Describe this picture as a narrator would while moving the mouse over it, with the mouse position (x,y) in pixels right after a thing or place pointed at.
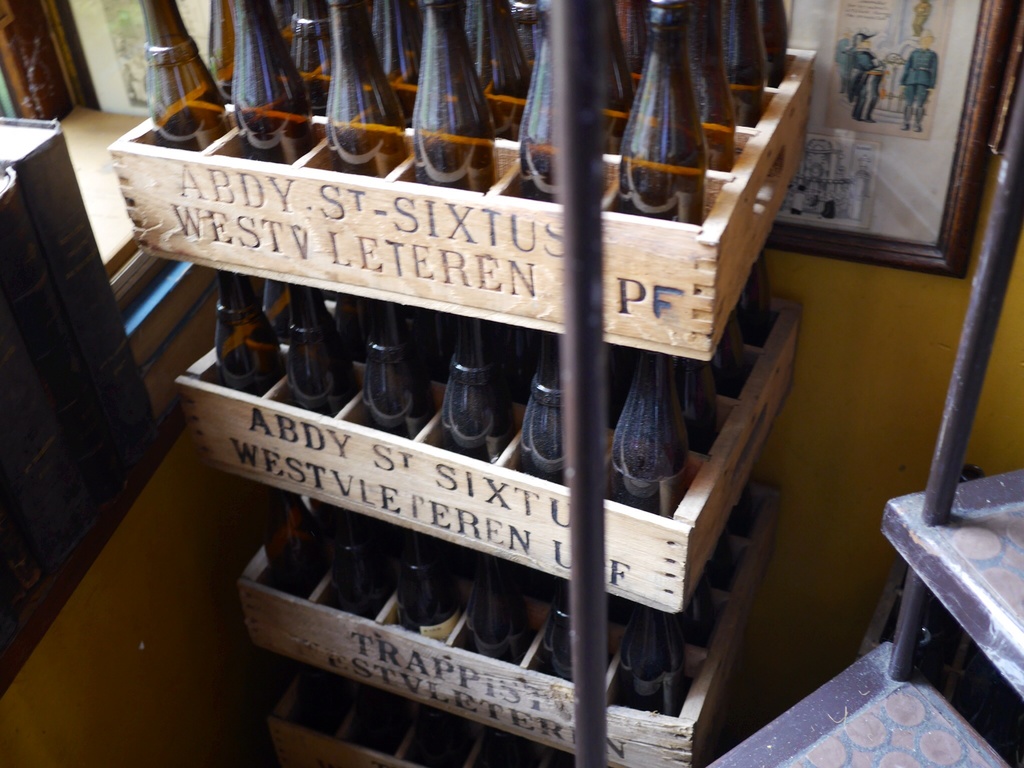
In the image there are wooden boxes (532,286) with bottles (257,82) in it. And also there is text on it. Behind the boxes (612,753) on the wall (875,311) there is a frame (849,196). On the right side of the image (956,445) there are iron objects (953,607). On the left side of the image (59,505) there are books (53,369) on the rack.
